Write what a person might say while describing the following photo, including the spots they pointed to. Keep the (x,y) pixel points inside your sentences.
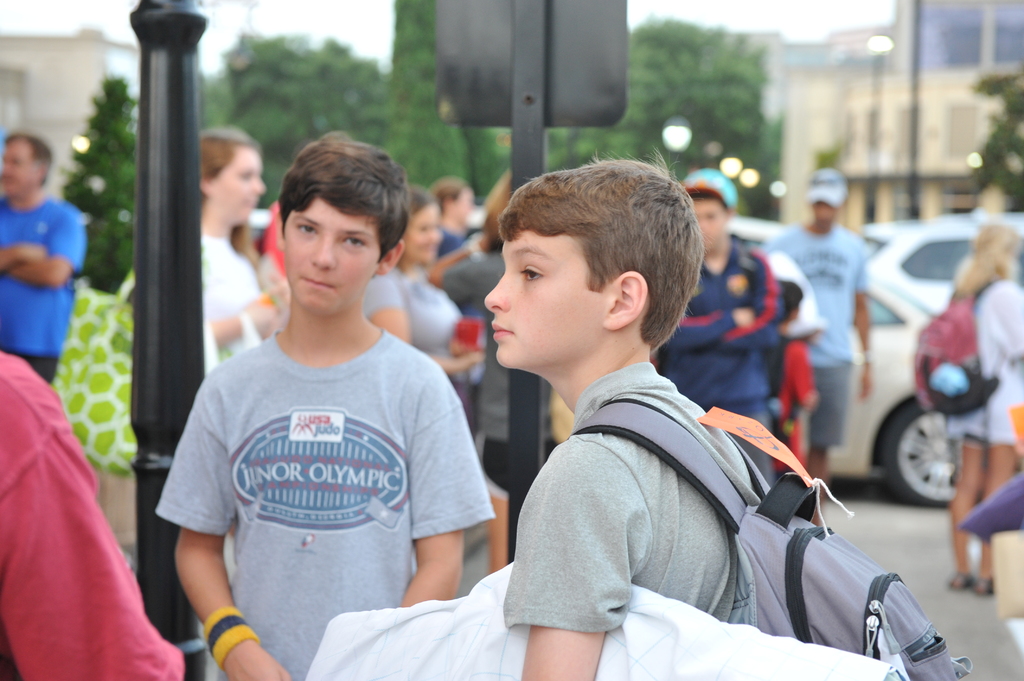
In this image I can see few people (368,208) are standing. I can also see few of them are carrying bags (989,386). In the background (9,81) I can see few trees (423,70), few cars (901,416), buildings (77,68) and I can see this image is little bit blurry from background (102,177).
